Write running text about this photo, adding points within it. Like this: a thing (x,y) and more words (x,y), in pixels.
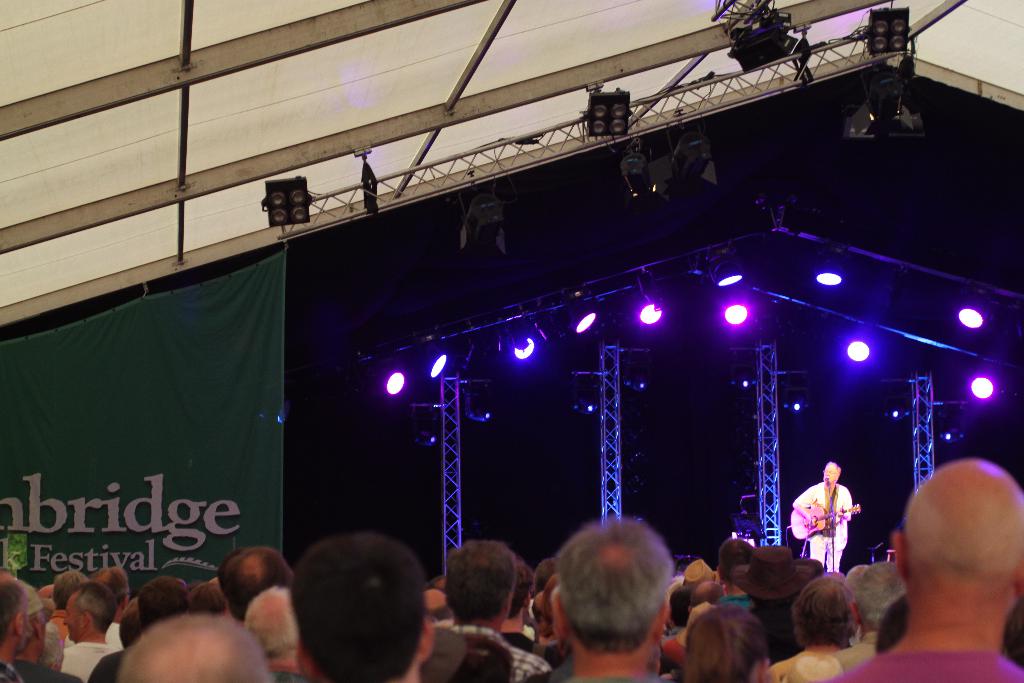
In the image we can see there is a person (841,494) standing and he is holding guitar (820,521) in his hand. There are lightings (982,393) on the top (292,210) and behind there are iron poles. There are spectators (970,505) watching the person (833,470) on the stage (835,456) and there is banner (175,349).
